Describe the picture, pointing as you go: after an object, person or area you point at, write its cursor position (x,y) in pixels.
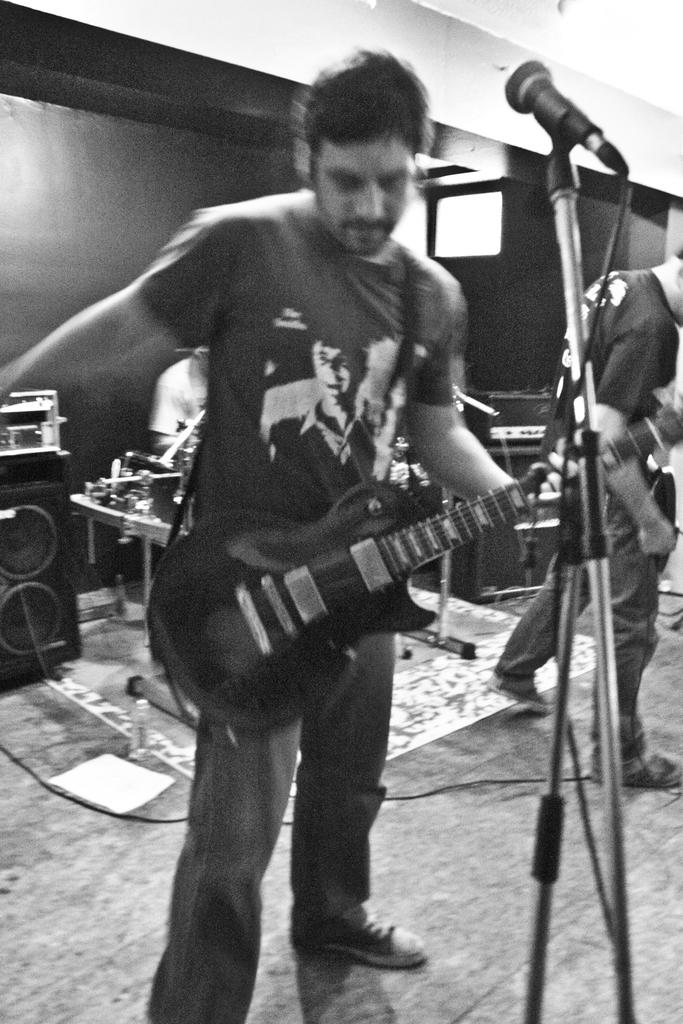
In this image I see a man (246,353) who is standing and holding a guitar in his hands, I can also see a mic (512,73) over here. In the background (676,319) I see a speaker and 2 persons (675,340).
